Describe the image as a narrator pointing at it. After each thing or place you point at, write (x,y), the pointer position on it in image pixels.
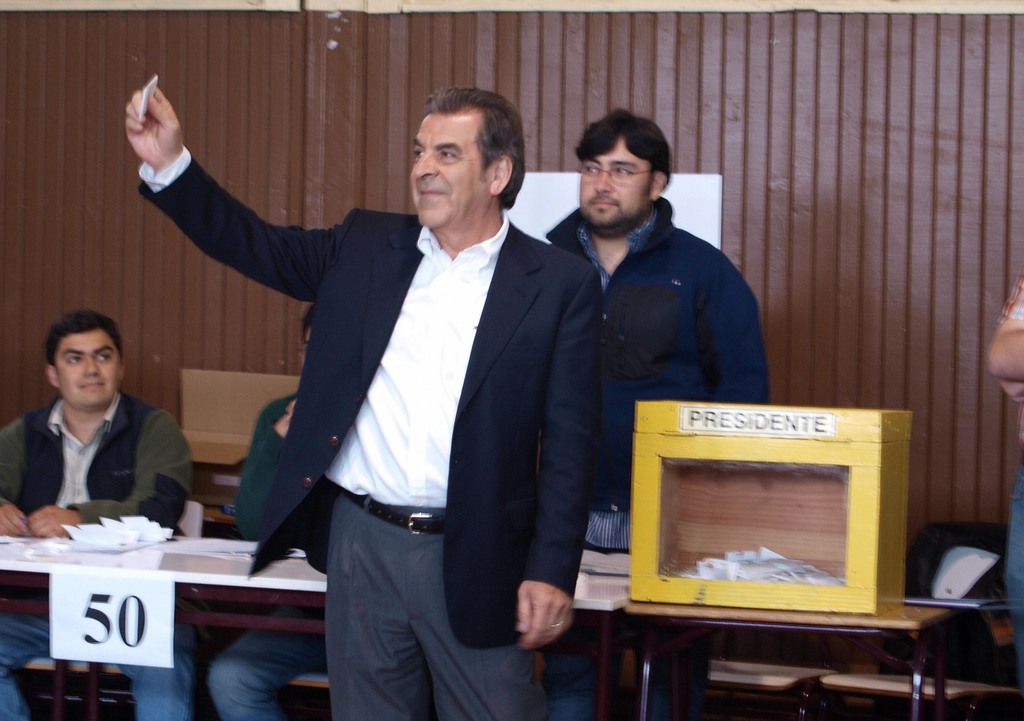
In the image there is a man (539,396) in suits (539,396) standing in the front (580,417) and behind him there are few other people (631,395) standing and sitting in front of the table (864,621) and over the back (919,371) there is wooden wall (265,95).
